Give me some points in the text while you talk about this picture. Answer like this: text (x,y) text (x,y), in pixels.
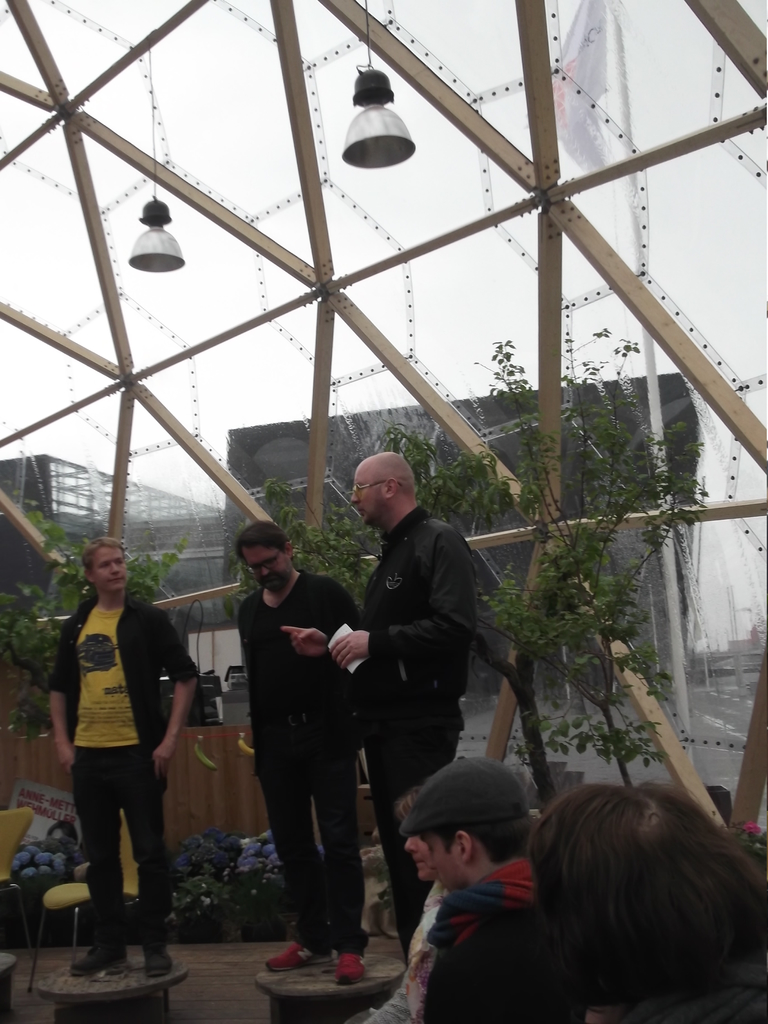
In this image, there are a few people (416,889). Among them, some people (432,598) are standing on some objects (109,983). We can see the ground (208,961) with some objects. We can also see a poster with some text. There are a few plants (241,865) and chairs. We can also see the shed (418,46) and the sky (343,229). We can see some lights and a flag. In the background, we can see some objects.
